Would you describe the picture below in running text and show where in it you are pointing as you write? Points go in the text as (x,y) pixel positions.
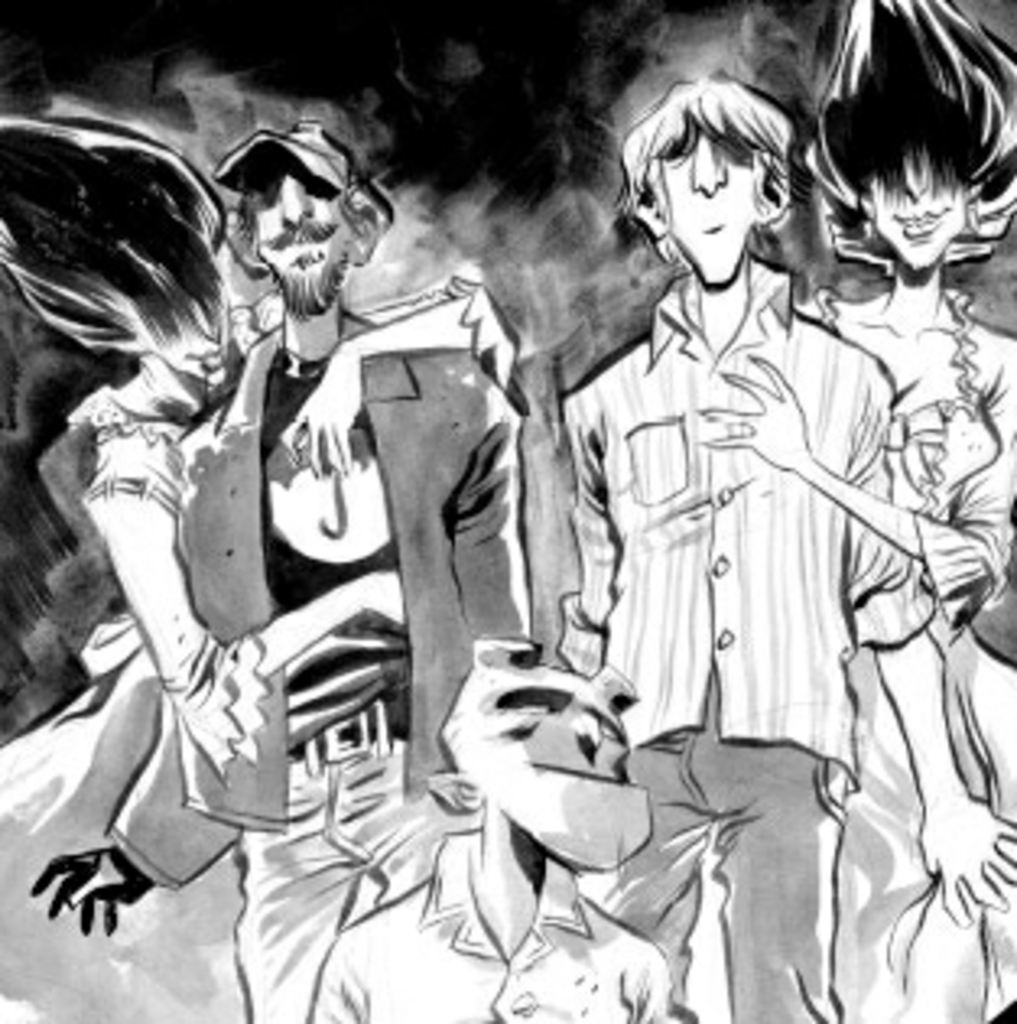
In this image I can see there are some persons (691,544) which are in animation.
